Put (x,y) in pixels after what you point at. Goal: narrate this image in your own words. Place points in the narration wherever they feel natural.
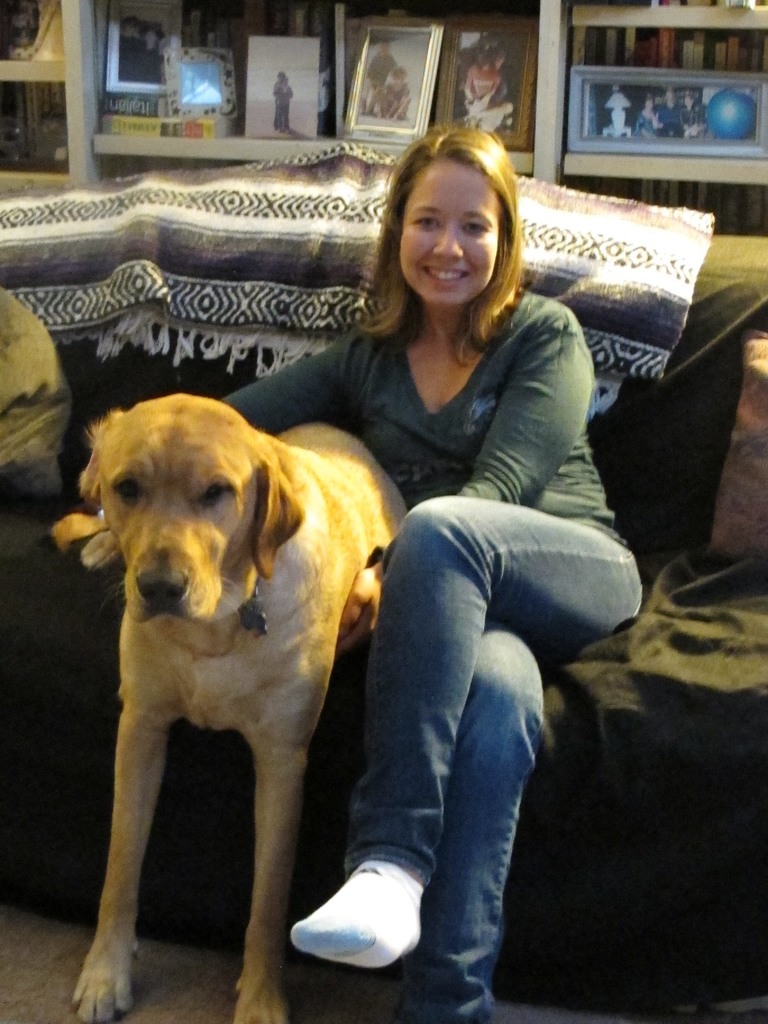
This picture is of inside the room. In the center (501,344) there is a woman (437,271) wearing green color t-shirt (487,367), smiling and sitting on a couch (713,468), beside there is a dog (207,539) standing on the floor (221,979). In the background (610,52) we can see the cabinet (575,11) containing photo frames (482,62) and a wall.
